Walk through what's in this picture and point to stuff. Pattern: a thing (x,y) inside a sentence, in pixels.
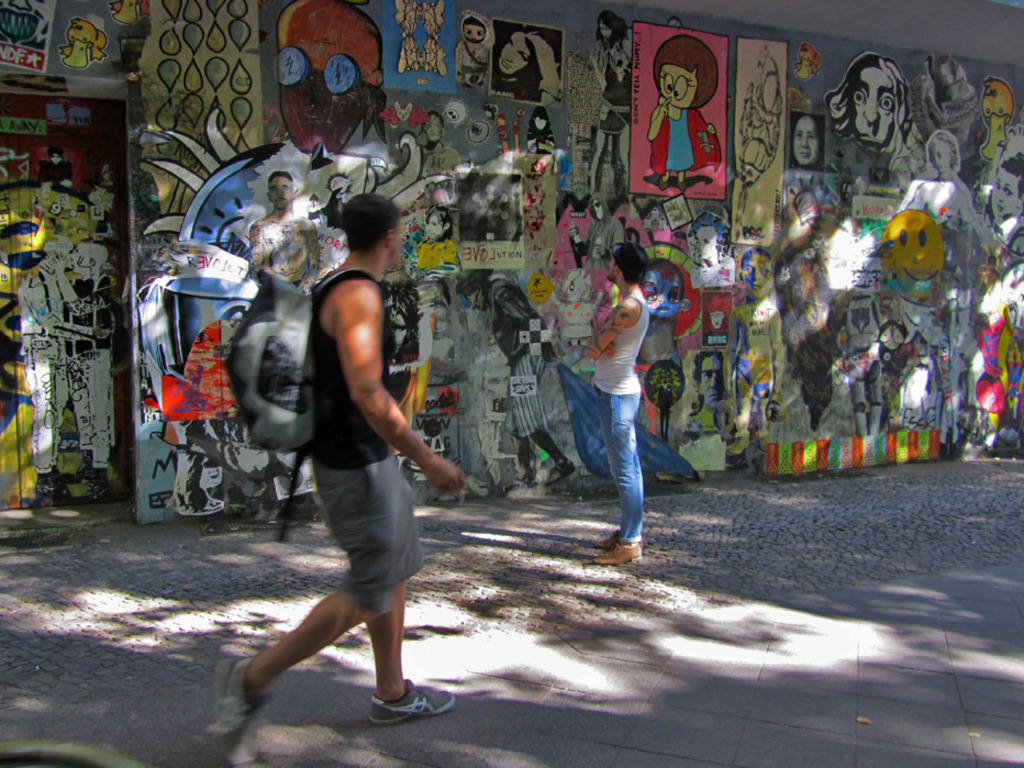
In this image there is a man (380,699) walking on the road (516,718). Behind him there is another man (619,383) standing. In the background (283,58) there is a wall (117,46). there are paintings (429,136) and papers (475,204) sticked on the wall (642,440).
